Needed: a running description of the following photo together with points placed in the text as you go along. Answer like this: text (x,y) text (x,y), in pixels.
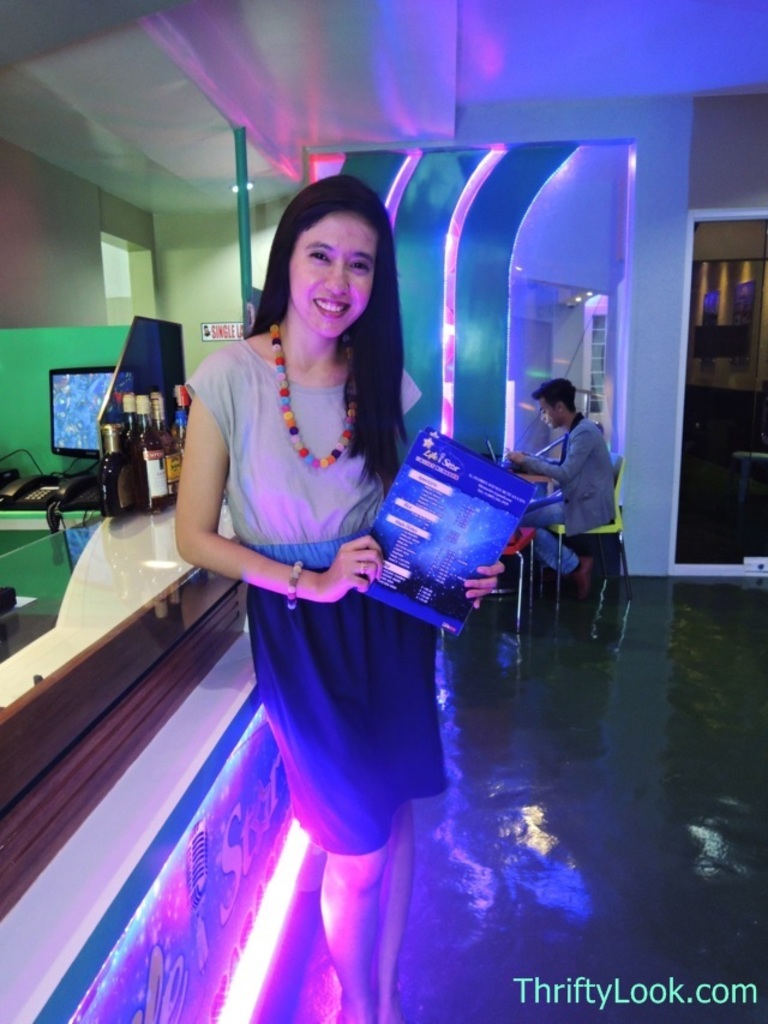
Here there is a woman (259,521) standing on the floor (471,905) and holding a menu card (474,562) in her hands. In the background (40,489) there are wine bottles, monitor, telephone (25,490) on a table (47,615) and we can also see a wall (402,176) and a person (566,426) sitting on the chair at the table (544,476) and we can see a laptop (488,444) on the table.
